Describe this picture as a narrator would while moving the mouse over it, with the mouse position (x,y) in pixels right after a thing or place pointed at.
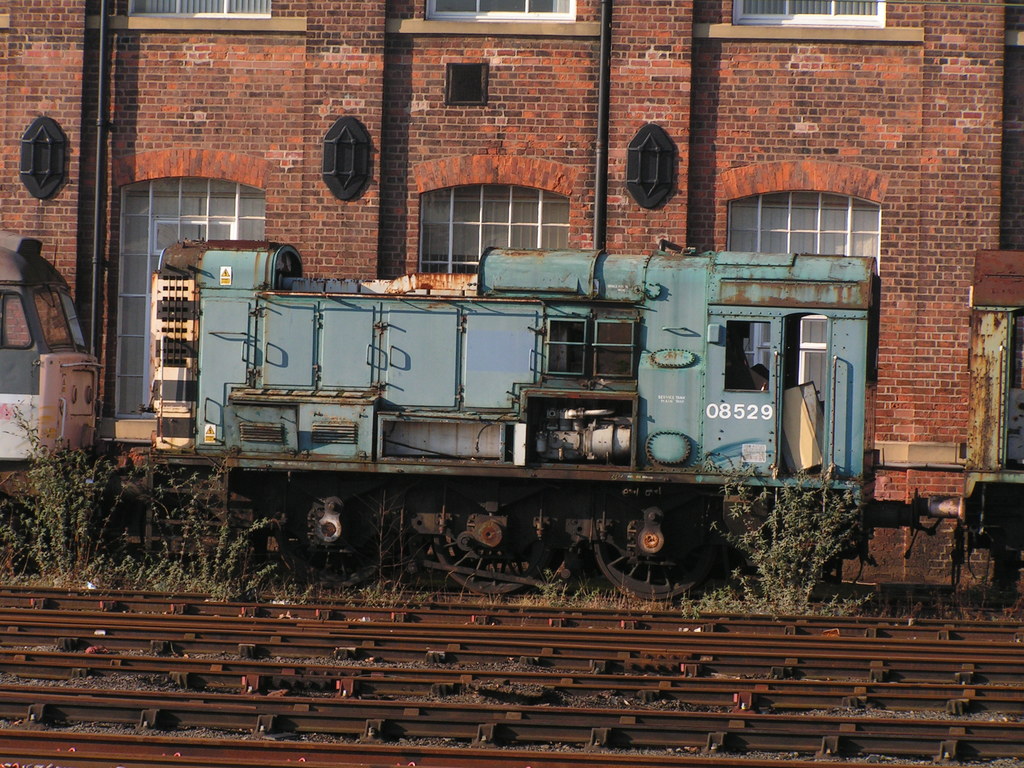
At the bottom of the picture (333,630), we see the railway tracks (445,690). Behind that, we see the plants (796,579). In the middle of the picture (391,409), we see a train (520,356) in blue color is on the tracks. In the background (480,230), we see a building (237,163) which is made up of red colored bricks (660,87). We even see the windows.
